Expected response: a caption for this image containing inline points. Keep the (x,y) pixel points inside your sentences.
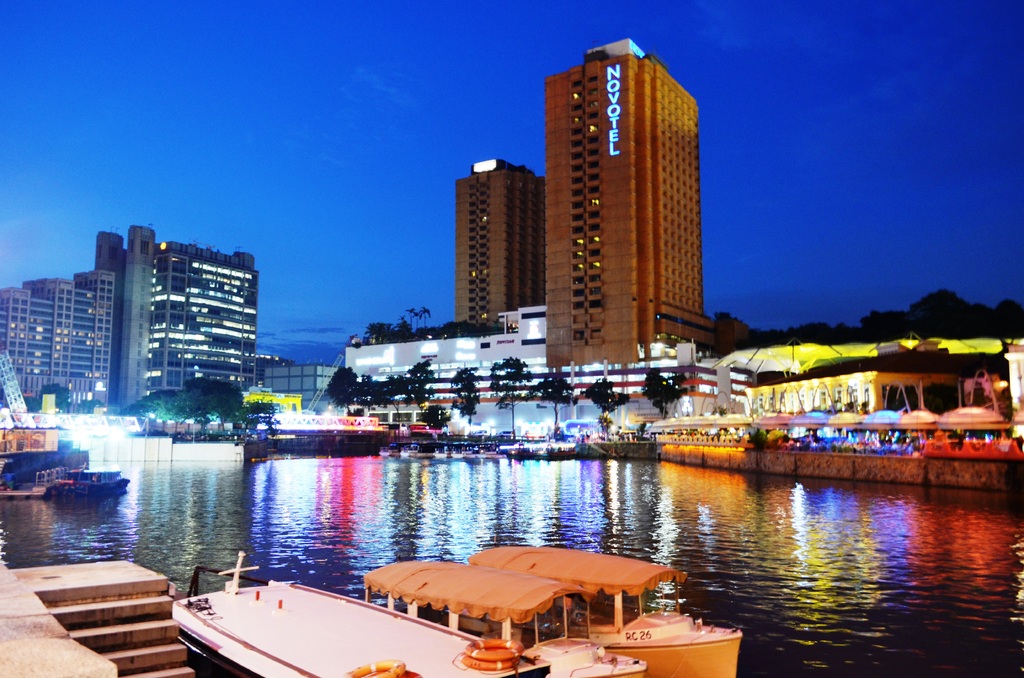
This picture shows few buildings (569,338) and we see trees (927,309) and few boats (406,647) in the water (281,494) and we see lighting (847,350) and a blue sky (24,30).
